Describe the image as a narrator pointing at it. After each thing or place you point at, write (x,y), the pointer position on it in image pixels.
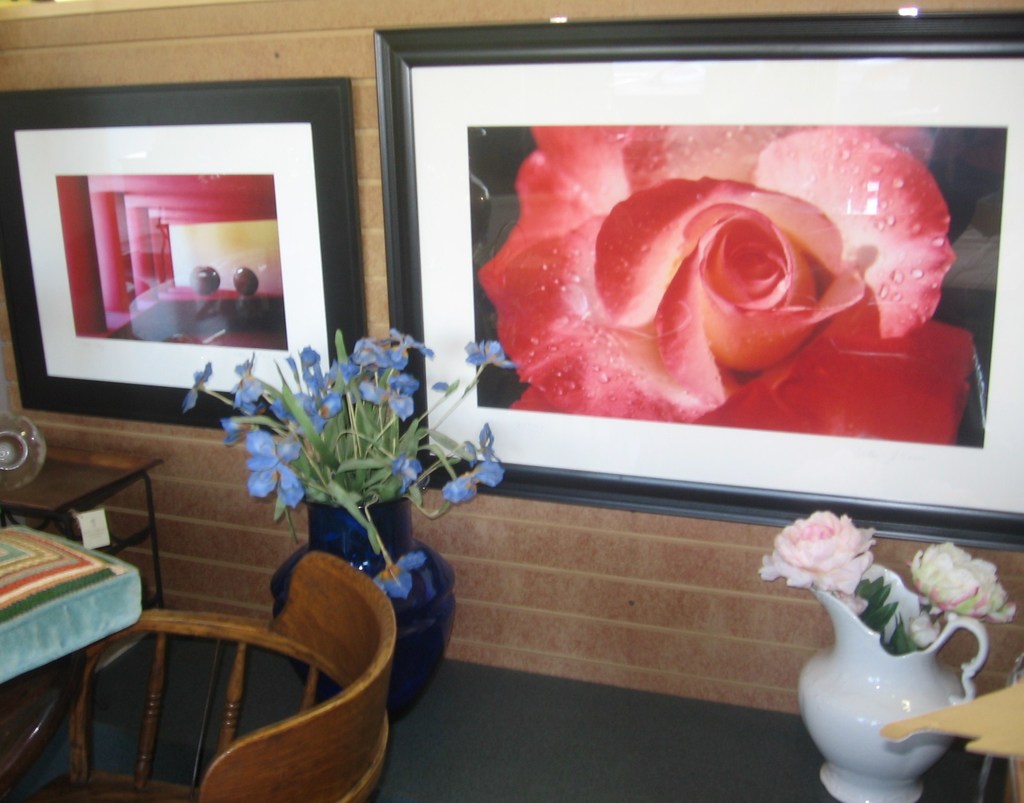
This picture shows two photo frames (332,190) on the wall (1008,571) and two flower pots (280,462) and we see a chair (142,621).
